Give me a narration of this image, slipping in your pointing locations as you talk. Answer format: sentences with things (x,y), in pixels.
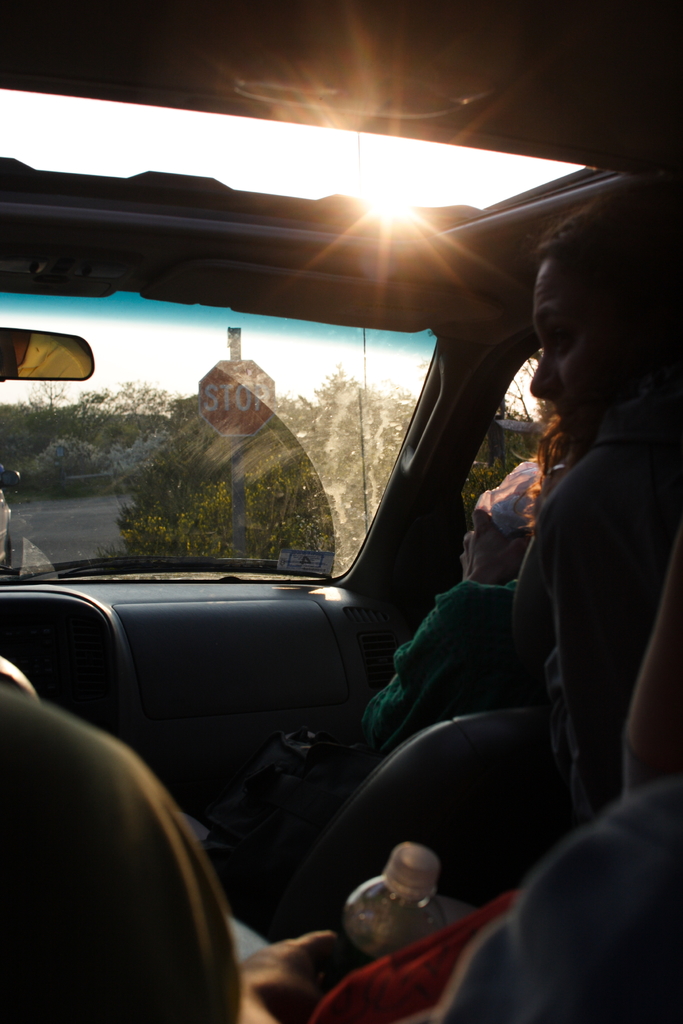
This image is taken inside a car (138,176), where we can see people (562,888) sitting and one among them is holding a water bottle (437,906), through the glass (330,538) we can see a stop board (207,413) and plants (256,517).
